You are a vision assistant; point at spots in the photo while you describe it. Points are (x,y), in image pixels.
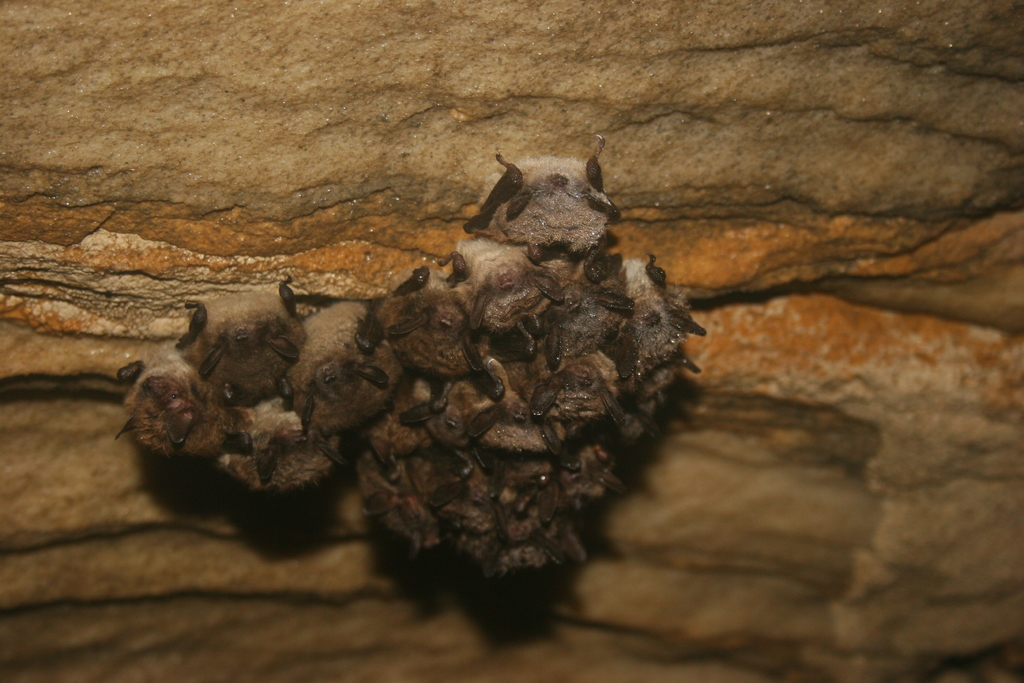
In this image we can see many bats (397,384).
